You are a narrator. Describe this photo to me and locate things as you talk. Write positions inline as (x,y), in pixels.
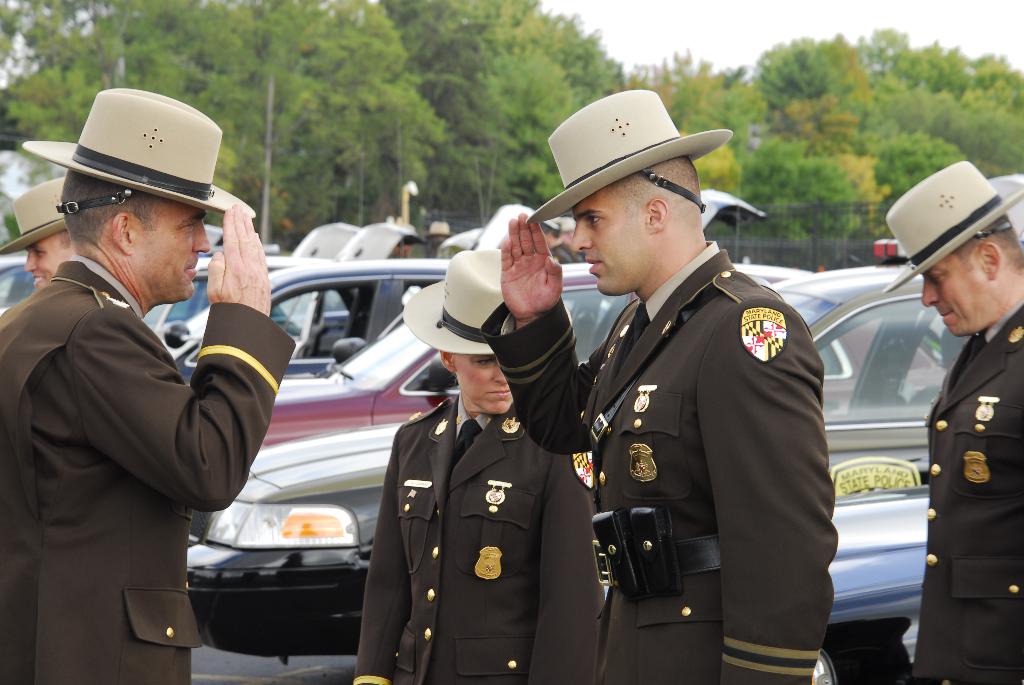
In the center of the image (429,413) we can see a few people (532,413) are standing and they are in the same uniforms (601,478) and they are wearing caps (974,235). Among them, we can see one person (165,397) is smiling. In the background (805,33), we can see the sky (672,52), trees (773,87), vehicles (840,274) and a few other objects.
